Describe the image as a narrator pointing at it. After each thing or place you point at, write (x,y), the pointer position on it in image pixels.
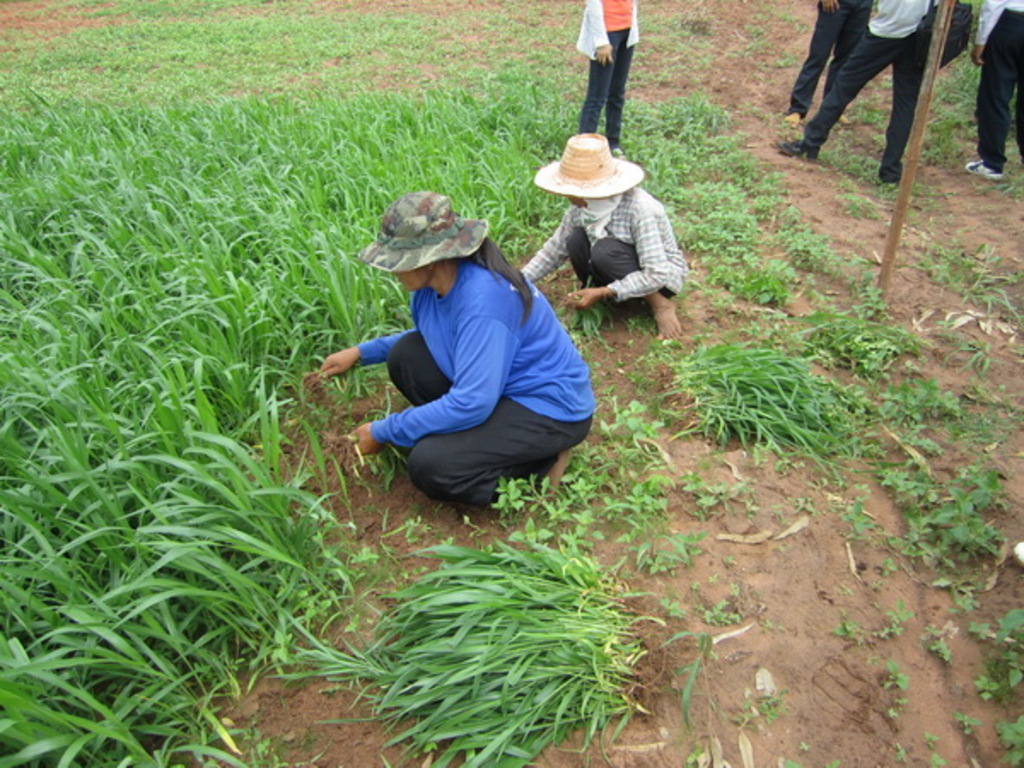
There is a person (515,343) in blue color t-shirt (517,338) squatting and holding some objects (350,431) with both hands (358,361) on the grass (295,496) on the ground (394,569). In the background (577,20), there are persons (593,277) in different color dresses (627,286) on the ground (944,244), there is a pole (890,242) and grass (372,58) on the ground (372,58).
